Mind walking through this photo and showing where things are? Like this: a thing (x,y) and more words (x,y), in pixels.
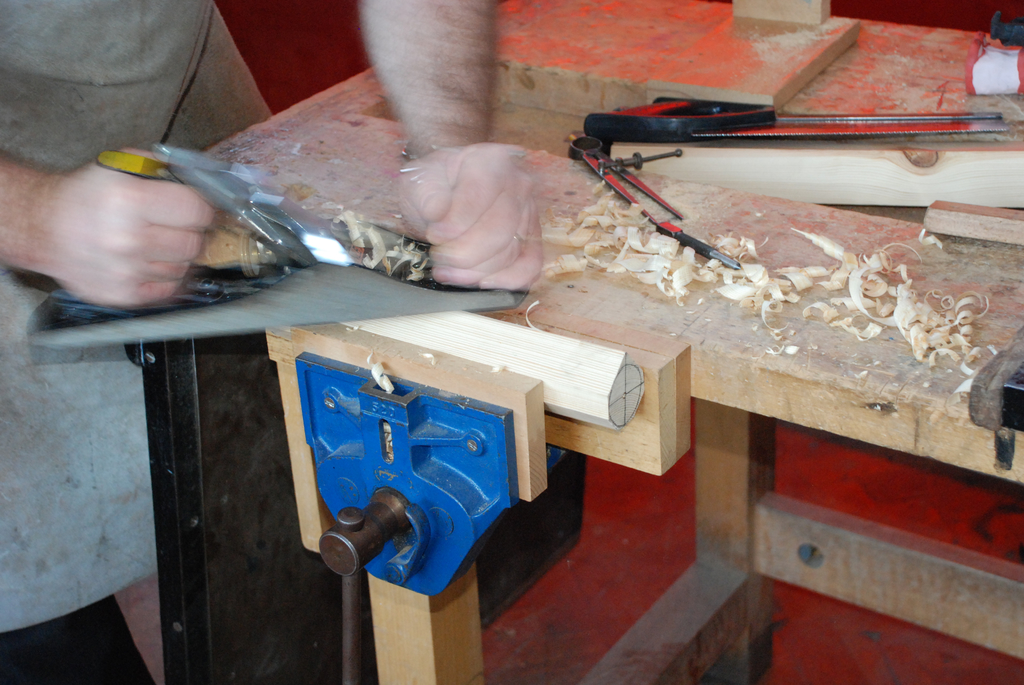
In this image we can see a man (119,427) standing and holding a plane (250,302). At the bottom (749,475) there is wood (409,341) and a table (721,211). We can see a saw (675,125) and a compass (606,164) placed on the table (806,258).
